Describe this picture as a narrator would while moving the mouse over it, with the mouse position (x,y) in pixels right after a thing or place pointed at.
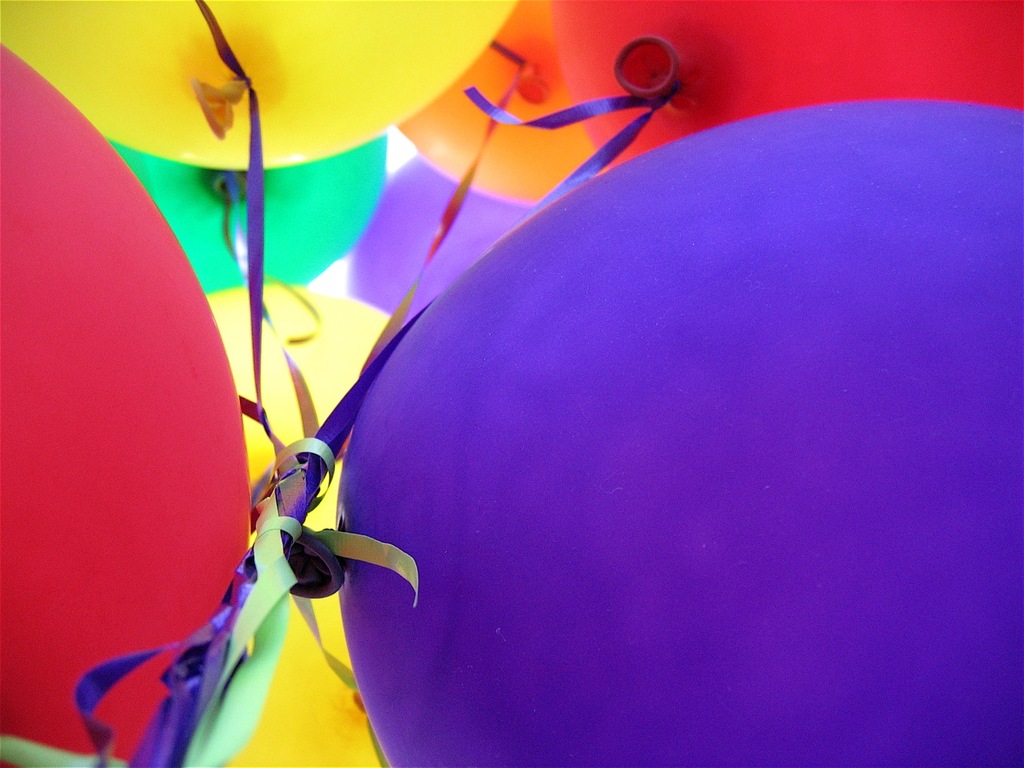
In this image I see a lot of balloons (29,429), which are of red, yellow, green, purple, orange and blue in color and all of them are tied to each other.
